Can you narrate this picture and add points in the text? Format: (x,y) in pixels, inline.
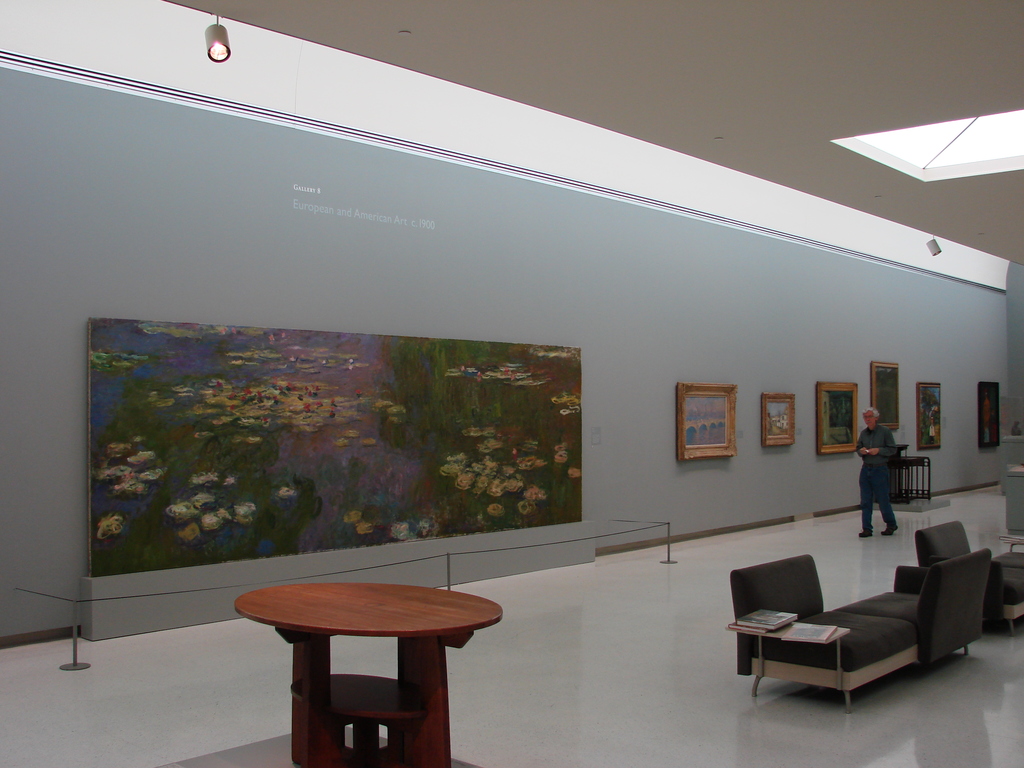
An old man (888,430) is passing by paintings (429,457) in a gallery (850,477).
